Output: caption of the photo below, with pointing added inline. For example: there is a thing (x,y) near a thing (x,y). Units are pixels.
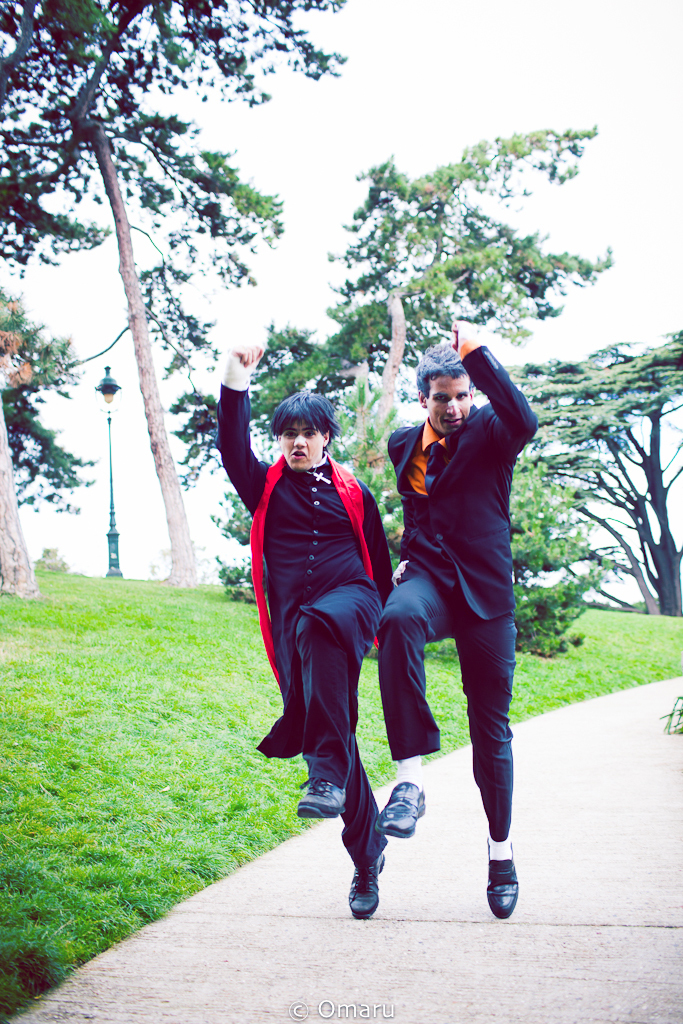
In the center of the image (334,409) there are two people (378,840) jumping. At the bottom of the image (250,945) there is road (514,1004). To the left side of the image (73,716) there is grass (157,660). In the background of the image (80,36) there are trees (329,357).
